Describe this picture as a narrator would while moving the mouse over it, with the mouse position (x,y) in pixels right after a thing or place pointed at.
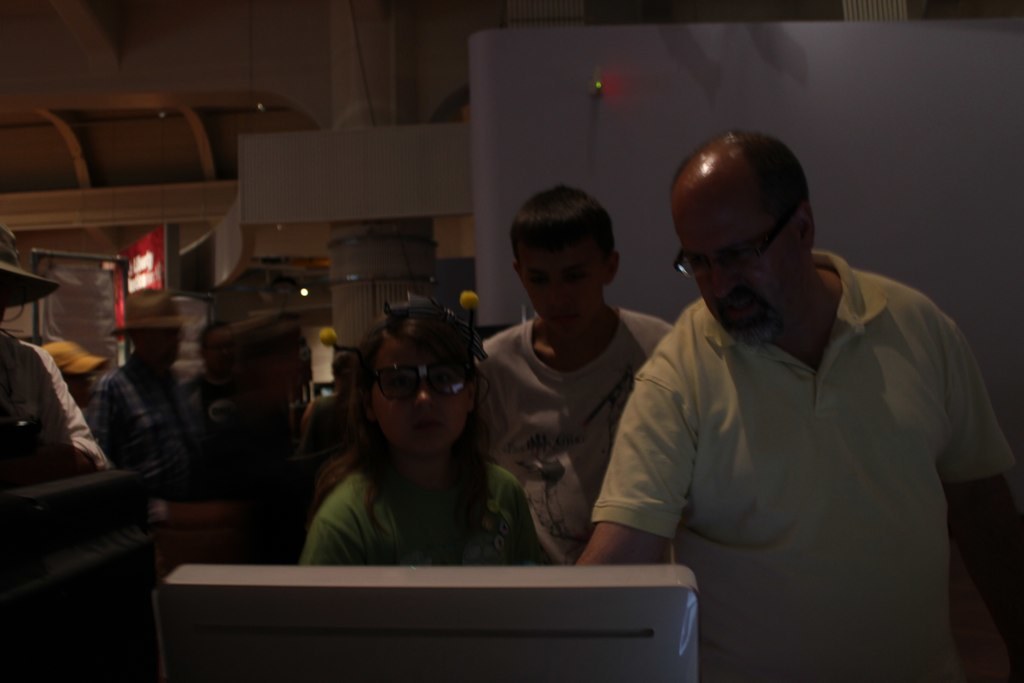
In this image there is a girl (375,452) in the middle (380,436). In front of her there is a desktop (383,625). On the right side (700,374) there is a man (792,460) who is pointing to the screen (464,616). In the background (145,394) there are few other people (124,398). At the top (229,58) there is ceiling (259,73).
